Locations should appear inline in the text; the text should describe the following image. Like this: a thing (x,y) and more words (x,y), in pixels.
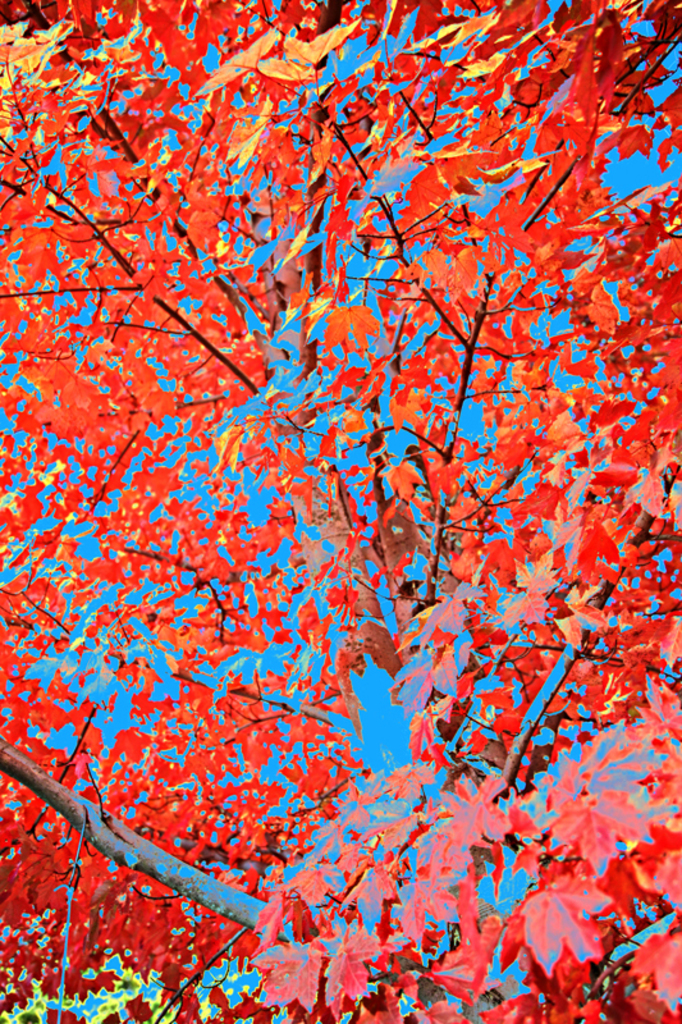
In this image we can see a painting (160,709) of a tree (386,530).
